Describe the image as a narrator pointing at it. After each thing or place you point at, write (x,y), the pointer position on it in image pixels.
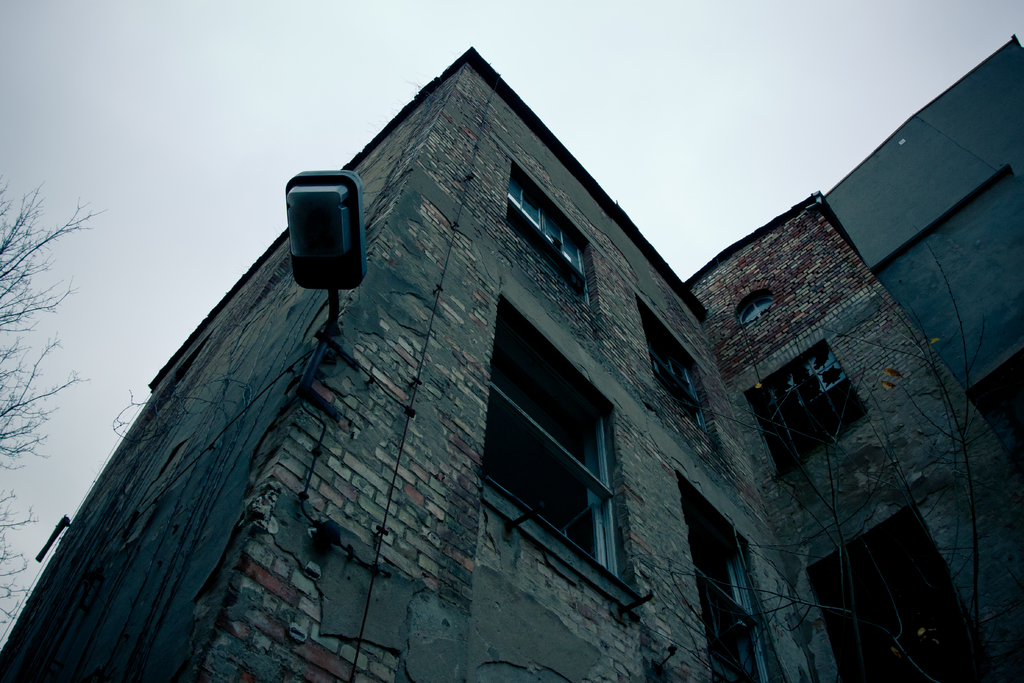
In the image we can see there are buildings (551,370) made up of red bricks (428,523) and there are dry trees (848,569). There is a street light (328,235) attached to the building (287,384).
